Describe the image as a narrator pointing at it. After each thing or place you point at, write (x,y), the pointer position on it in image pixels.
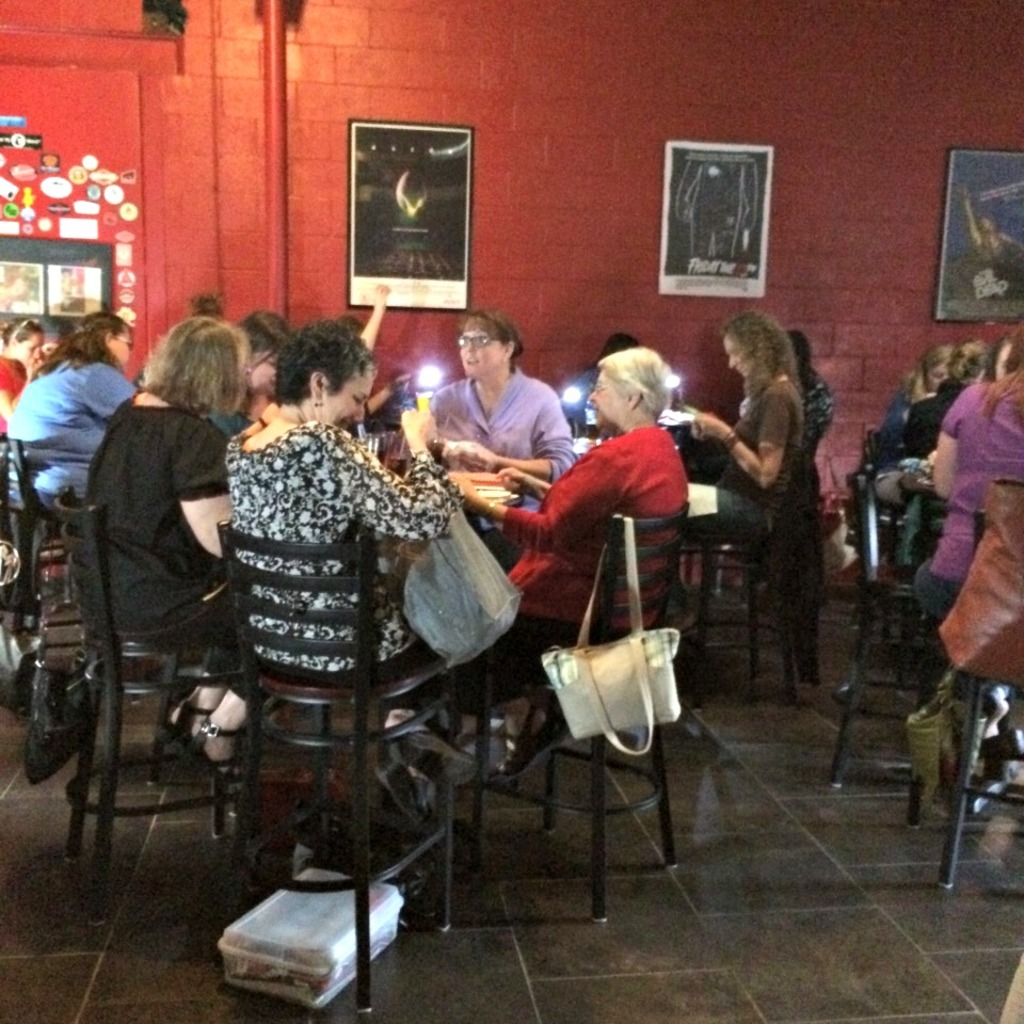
people (595,398) are sitting. white bag (624,679) is hanging on the chair (602,614). behind them there is a red wall (450,18) on which photo frames (682,230) are hung.
